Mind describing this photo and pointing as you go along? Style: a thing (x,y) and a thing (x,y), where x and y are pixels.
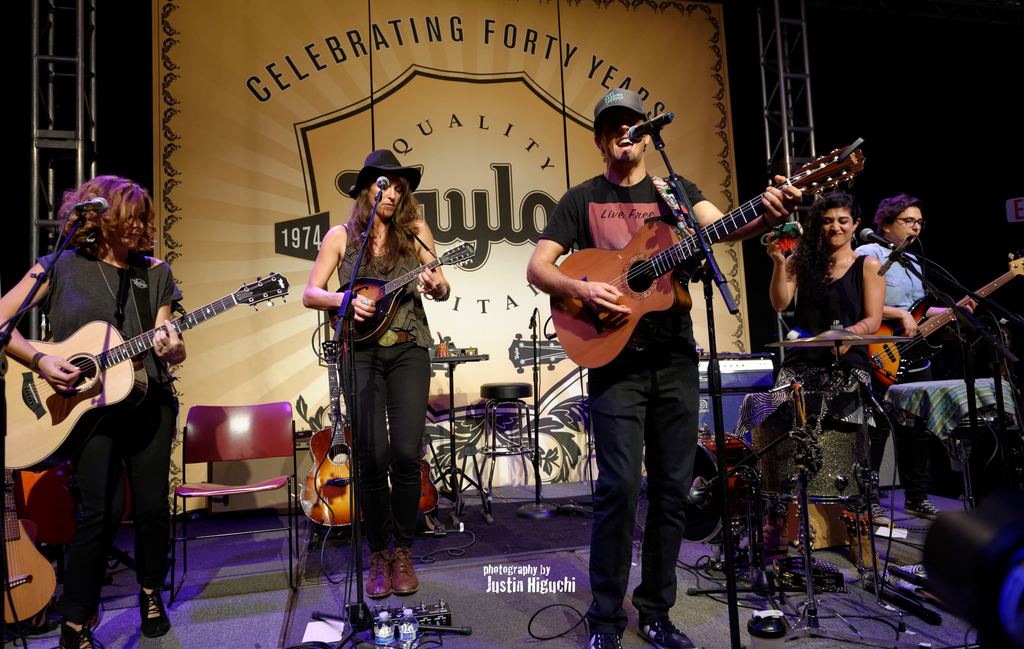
On the left (125,330) and woman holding guitar (84,360) and playing. Next to her a lady (405,316) holding mandolin (388,289) and playing wearing a hat (398,167). in the middle (645,330) a man (645,330) is holding guitar (656,257) and playing and singing. And a woman (830,291) in black dress (821,311) is sitting. And in the background (498,144) there is banner (513,286) and there are some chairs (258,433). And some guitars (316,496) are on the floor (877,540). There are wires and drums (694,522).
